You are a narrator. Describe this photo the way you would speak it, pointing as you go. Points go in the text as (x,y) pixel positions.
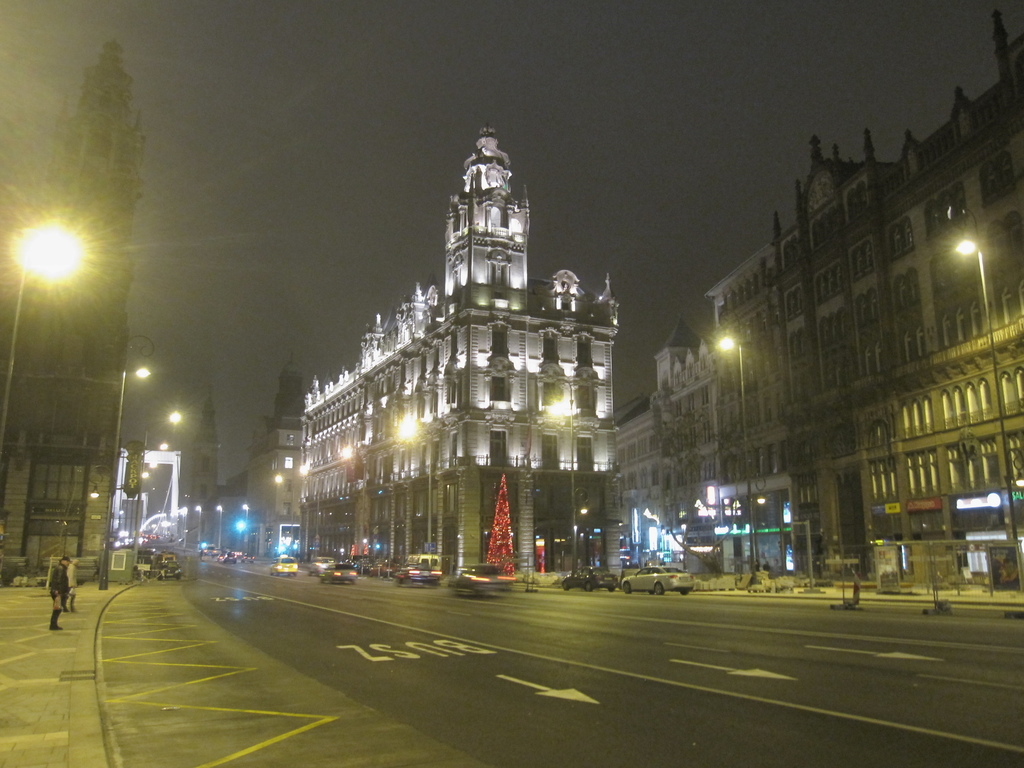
This picture is clicked outside. In the foreground (71,601) we can see the group of persons (74,601), group of vehicles (496,579), lights (505,526), poles (112,484), building (585,388) and some other objects (126,487). In the background (688,194) we can see the sky (156,91) and a spire (206,461).
